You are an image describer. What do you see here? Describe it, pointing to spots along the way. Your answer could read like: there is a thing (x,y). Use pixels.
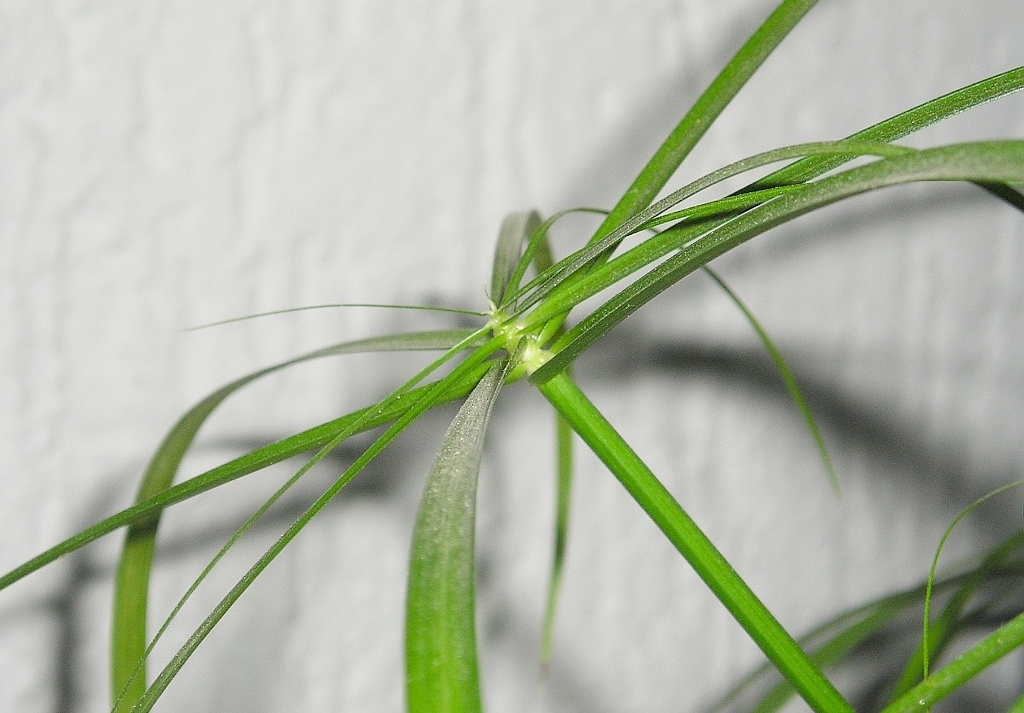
In this picture we can see leaves (556,286) with a stem (708,551). Background (212,357) is white in color.
